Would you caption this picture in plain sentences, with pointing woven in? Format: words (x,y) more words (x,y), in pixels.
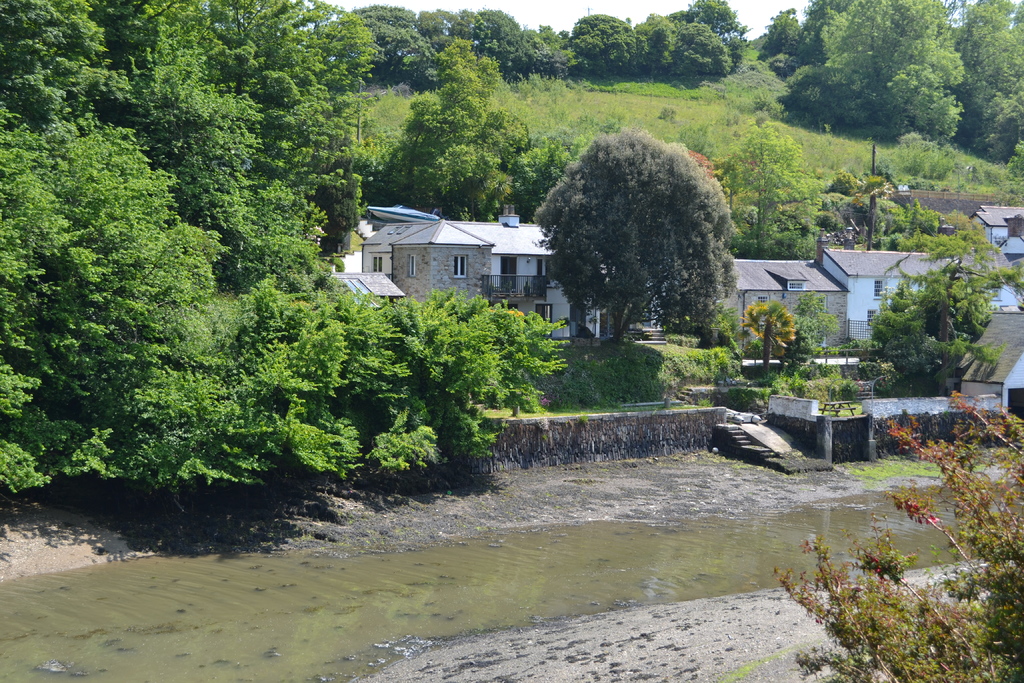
In this picture there is water (171,576) at the bottom side of the image (77,571) and there are houses (1001,391) and trees (61,390) in the background area of the image (773,176).
